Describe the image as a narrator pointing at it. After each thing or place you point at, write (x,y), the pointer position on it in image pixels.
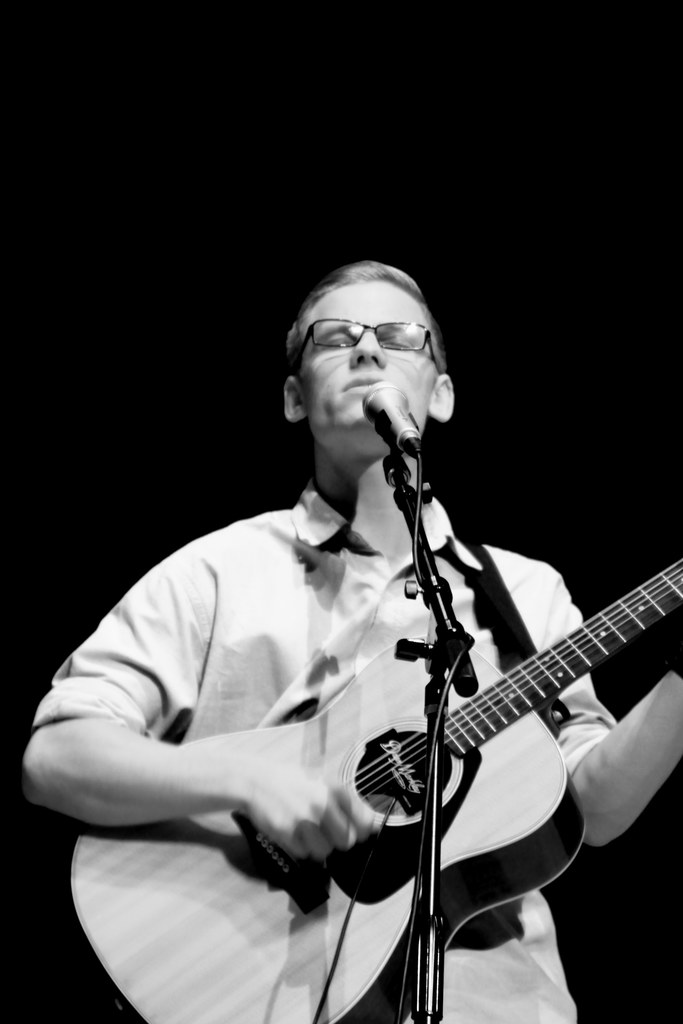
This is the picture where we can see a person (311,693) with the spectacles (330,344). He is standing in front of mike (379,400) and playing guitar (176,921).
